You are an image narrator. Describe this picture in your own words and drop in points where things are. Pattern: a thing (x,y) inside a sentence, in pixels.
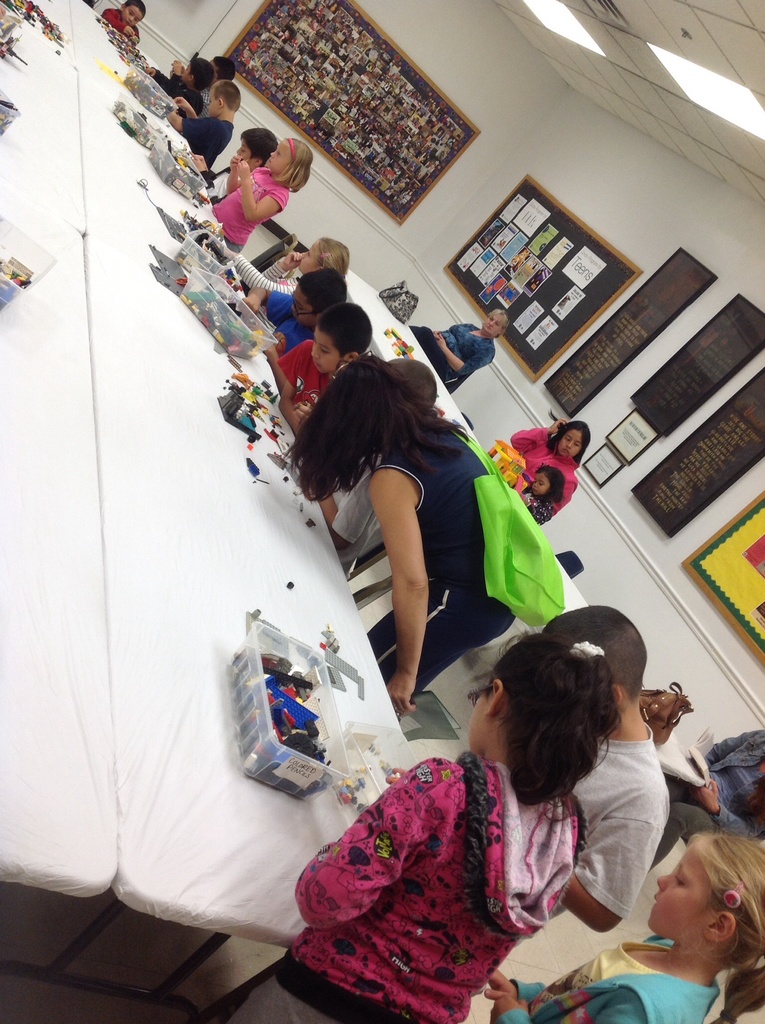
In this image we can see there are few kids (262,140) standing and few (537,441) are sitting. And there are a few people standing and few (266,199) are sitting on the chair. In front of them there is a table (235,431), on the table (79,46) there is a bag (658,708) and box (215,306), in the box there are few objects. At the back (630,325) there are boards (599,303) and posters (574,265) attached to the wall (512,125). At the top (651,63) there is a ceiling (663,79) with lights (739,118).
